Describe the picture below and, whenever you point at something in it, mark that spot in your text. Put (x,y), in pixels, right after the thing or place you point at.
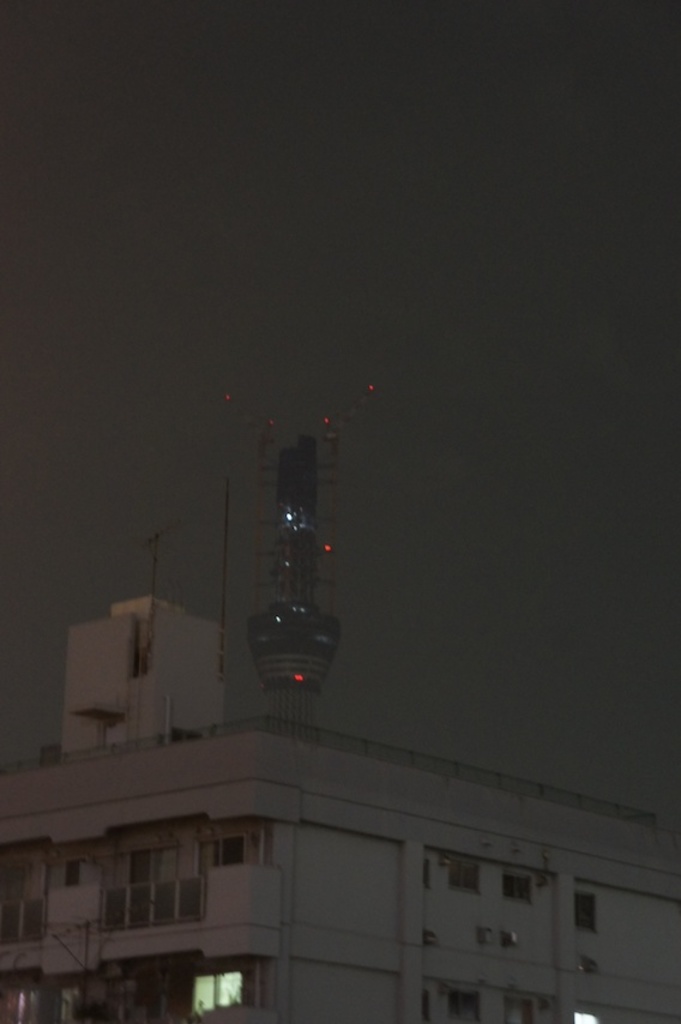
In this picture we can see a building (300,941), there is a tower (300,485) where, we can see the sky (370,229) at the top of the picture (386,189), we can see windows (237,855) of the building (233,923).
